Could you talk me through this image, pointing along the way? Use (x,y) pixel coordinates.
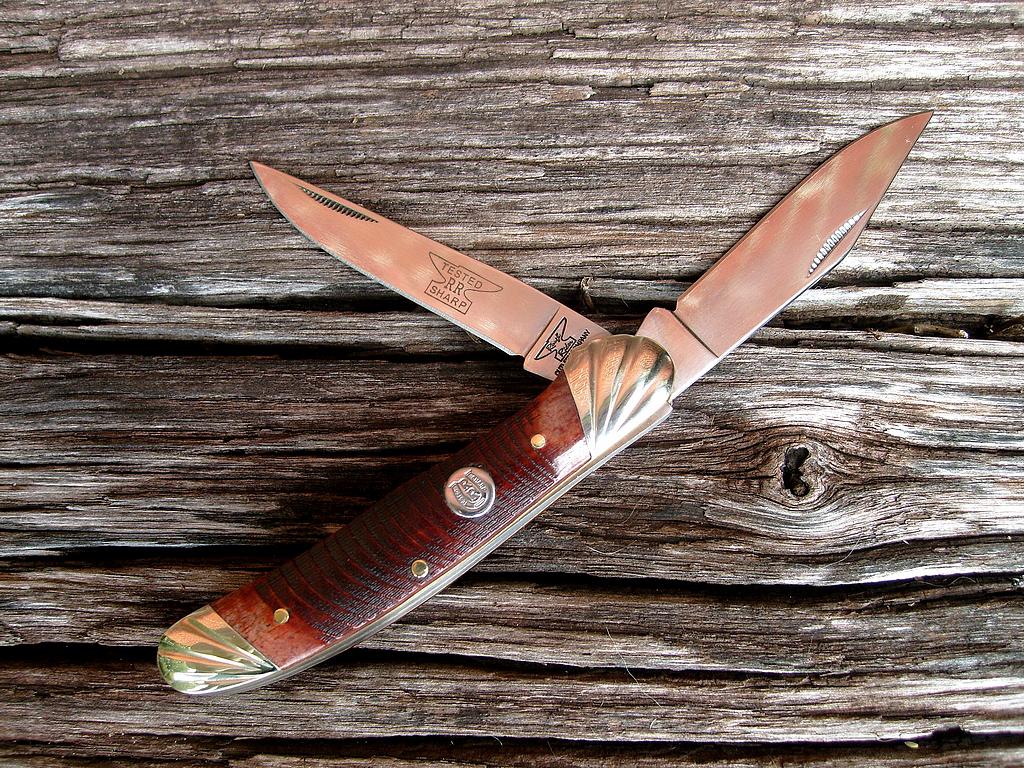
In this image I can see a knife (249,601) visible on table (179,435).
